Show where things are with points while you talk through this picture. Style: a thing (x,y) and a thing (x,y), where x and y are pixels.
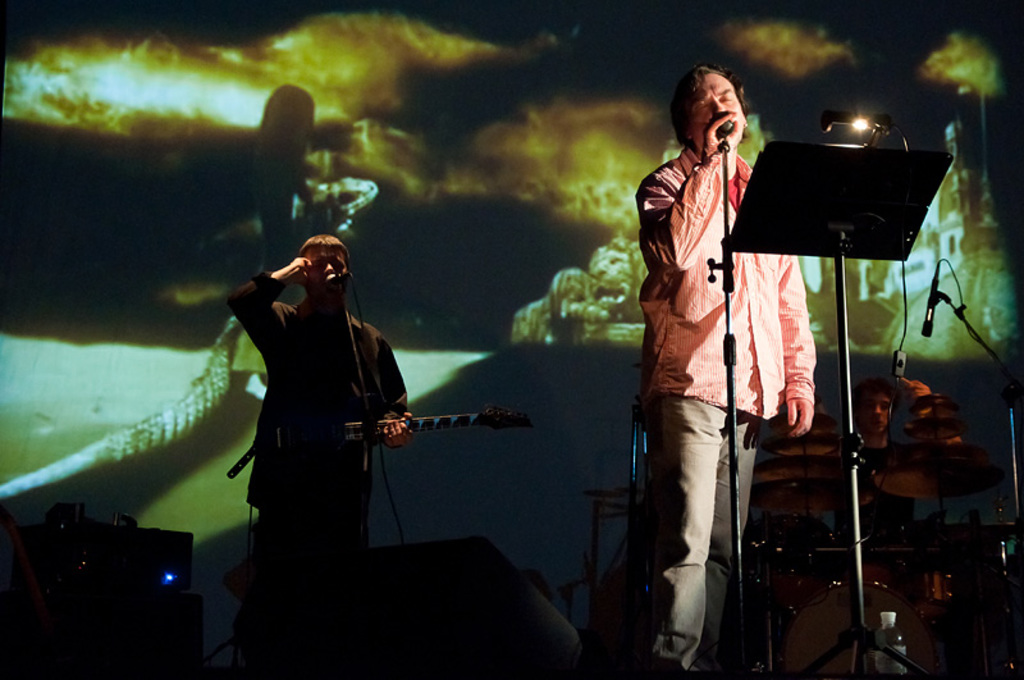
In this picture we can see some people (686,475) on the stage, some are singing and some are playing musical instruments (985,629).
